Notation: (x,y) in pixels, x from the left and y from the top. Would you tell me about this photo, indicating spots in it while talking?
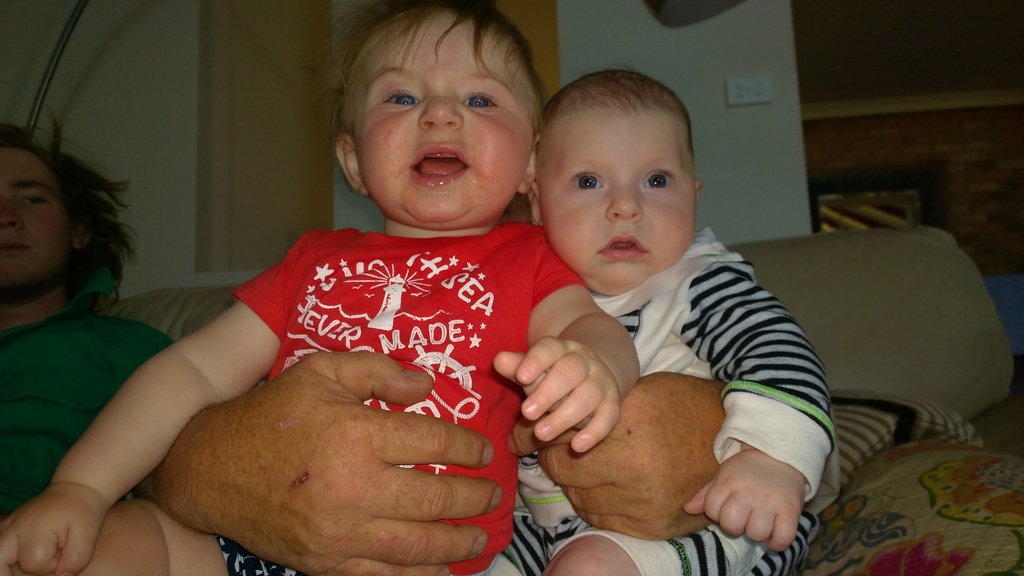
In the middle (415,301) a little cute boy (410,347) wore a red color t-shirt (436,318) beside him there is another cute boy (735,361). He wore a black and white t-shirt (700,328). In the left side (71,338) there is a man (92,325) who wore a green color t-shirt (92,380).
